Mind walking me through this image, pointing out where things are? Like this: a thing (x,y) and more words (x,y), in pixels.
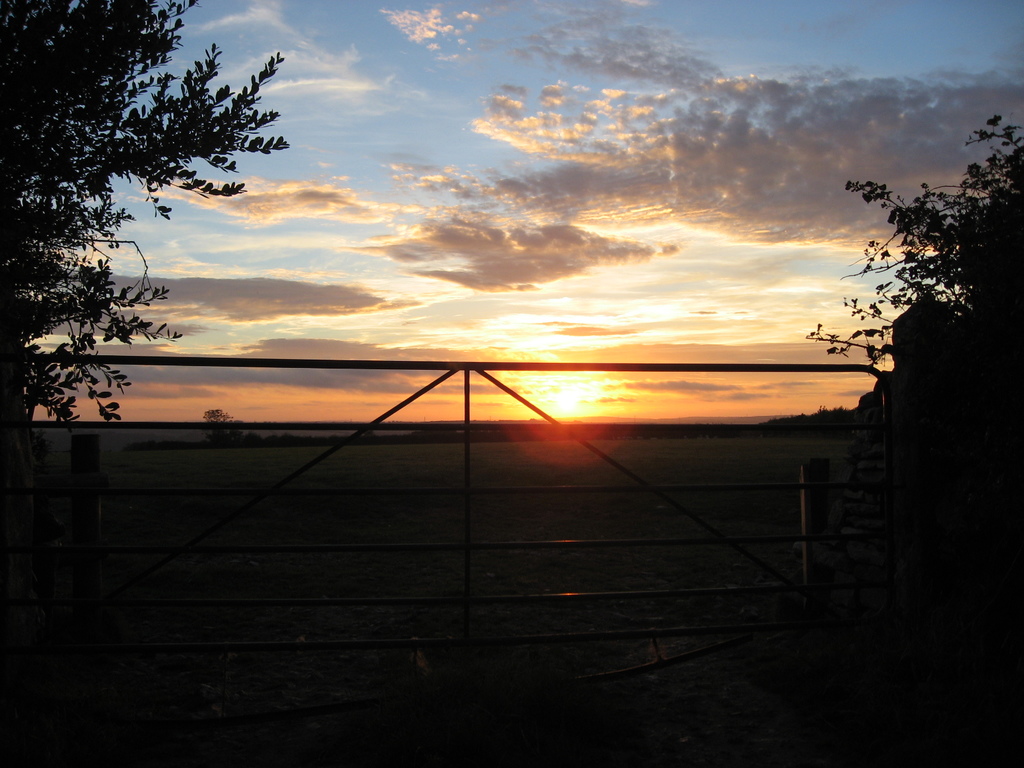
In this picture we can see a gate (766,538) and behind the gate (255,504) there are poles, trees (1004,335) and a sun (561,397) in the sky (569,381).
